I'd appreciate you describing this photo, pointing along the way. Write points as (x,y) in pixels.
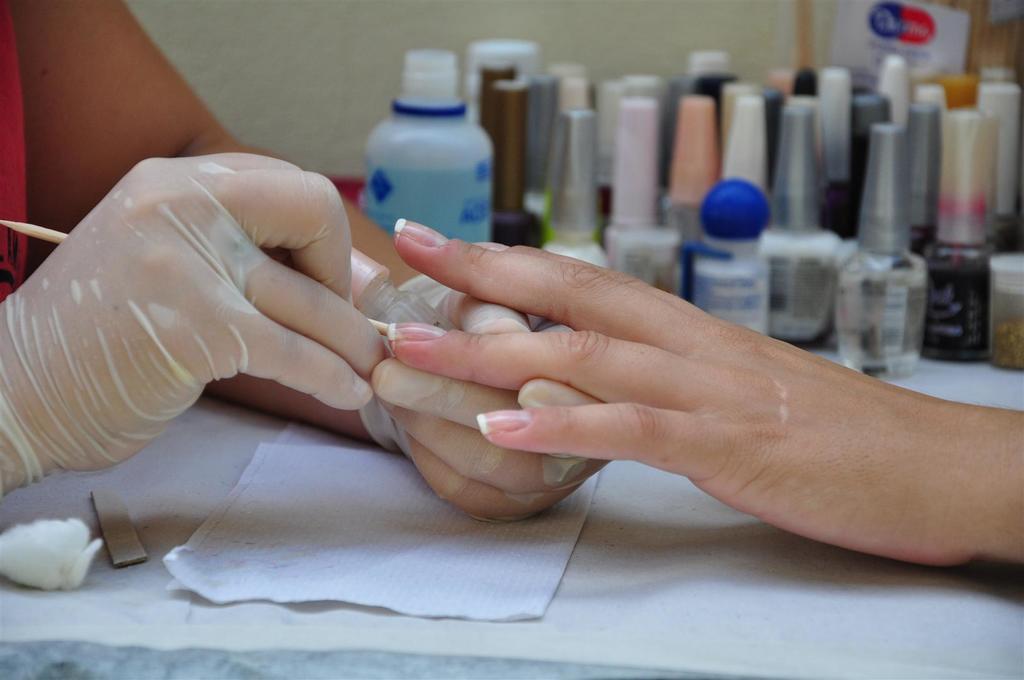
Here we can see the hands (184,157) of two persons (129,134), one person (109,188) is brushing the other person's nail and also we can see some liquids (407,104) and nail polish (776,250) and tissue paper (354,520) on the table (252,613).
